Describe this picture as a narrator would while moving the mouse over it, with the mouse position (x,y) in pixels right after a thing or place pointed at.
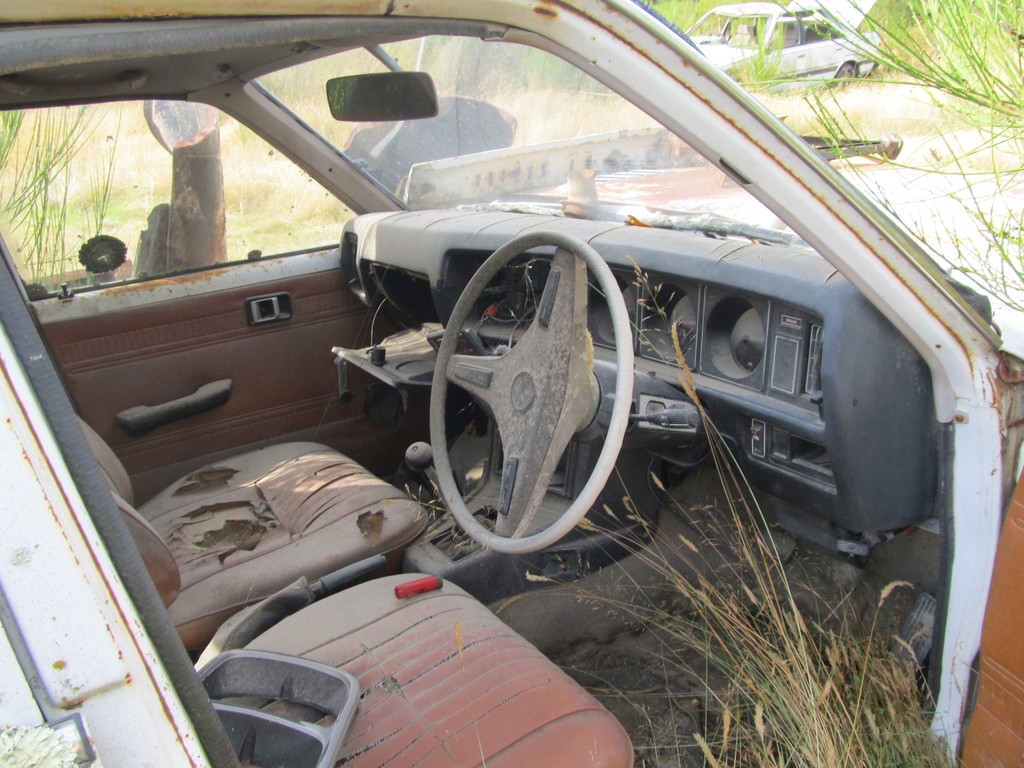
In this picture we can see a car (830,244) and some grass (782,650) on bottom right (857,693). There is a red object (406,594) on the seat (395,623). We can see a vehicle (737,52) in the background (846,70).
